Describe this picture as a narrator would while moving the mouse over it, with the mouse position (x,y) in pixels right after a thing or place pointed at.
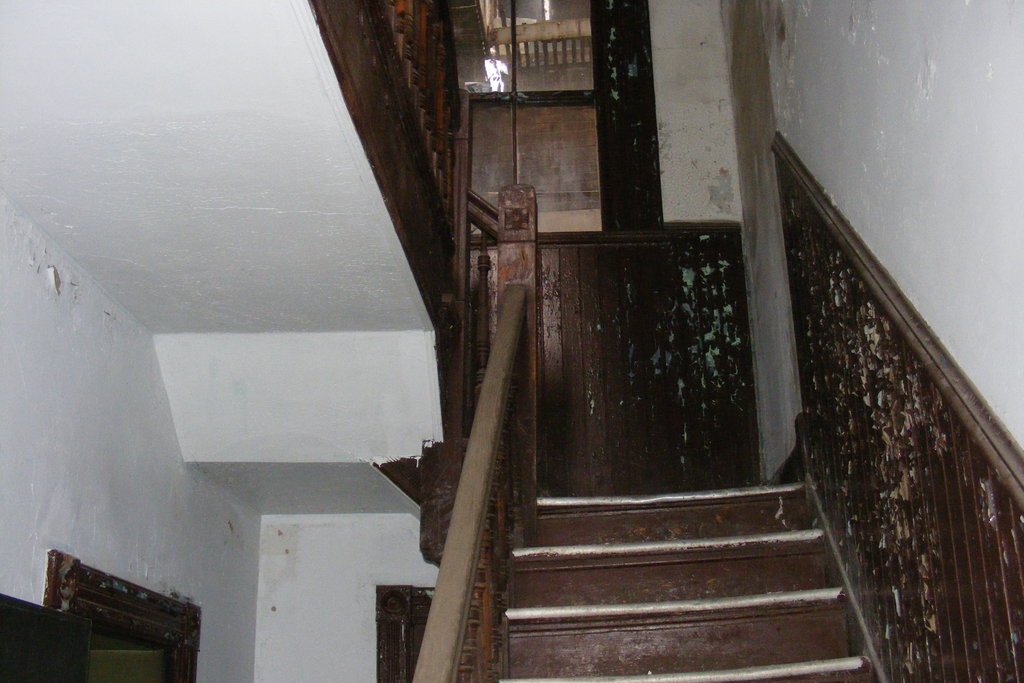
In this image, we can see the stairs (615,522) and railing (498,323). We can also see the wall (240,572).
